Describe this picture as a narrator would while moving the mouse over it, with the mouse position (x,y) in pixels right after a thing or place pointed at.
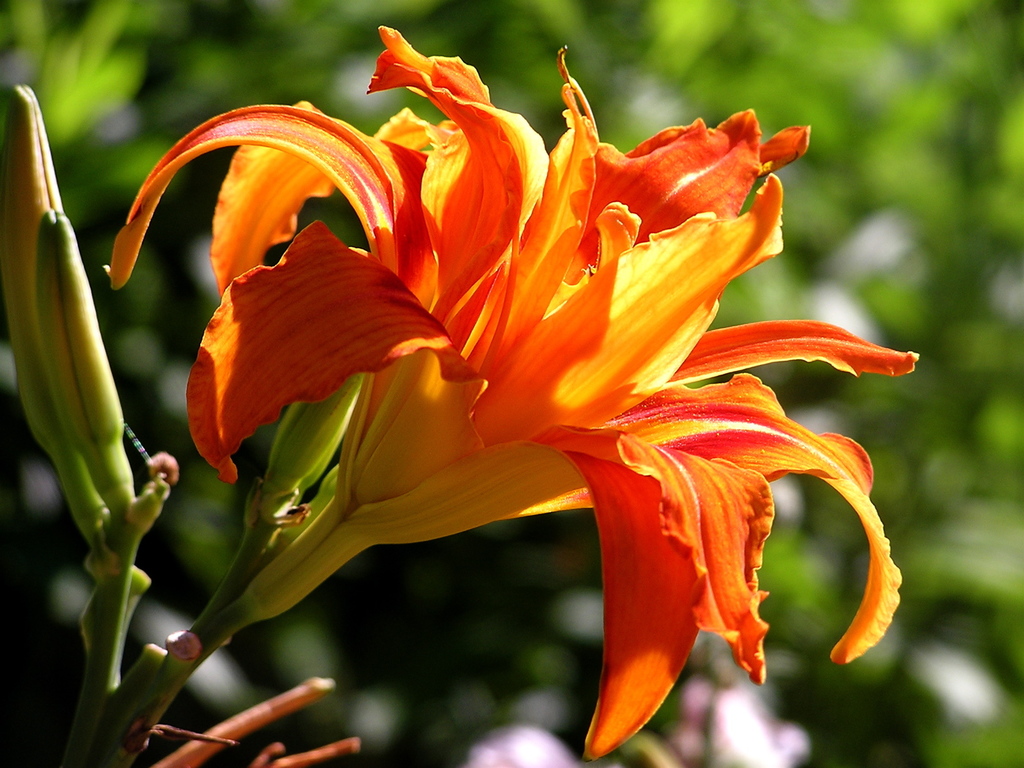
In this image I can see a yellow and orange color flower (651,219). Background (937,208) is in green color.
